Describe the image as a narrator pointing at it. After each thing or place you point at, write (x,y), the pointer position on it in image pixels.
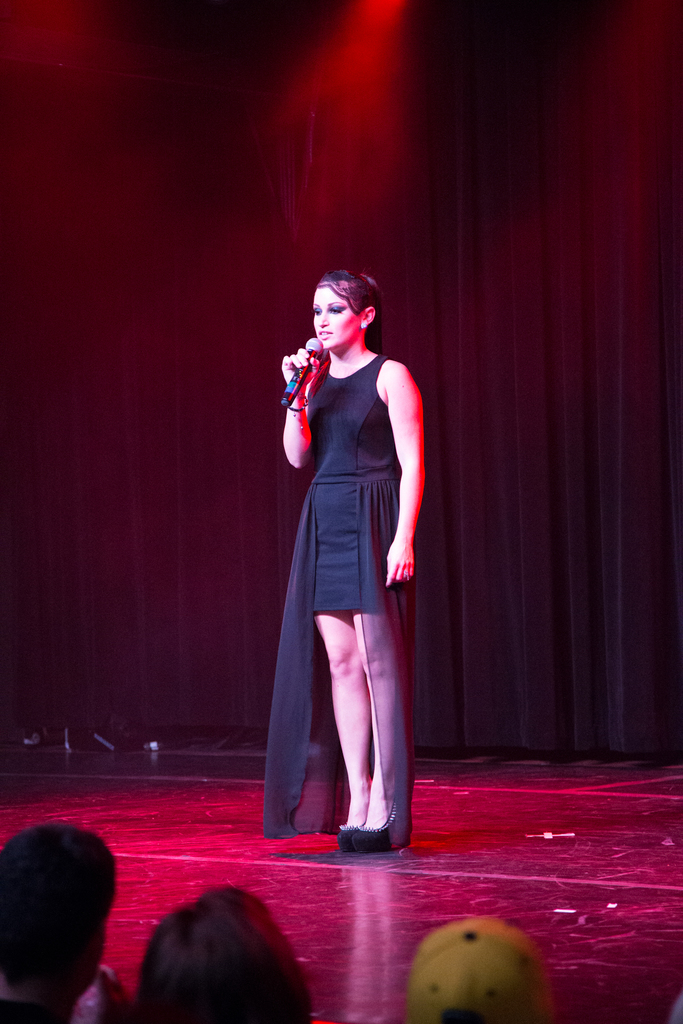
There is a girl (326,761) in the center of the image (350,414) on a stage (631,944), by holding a mic (309,361) in her hand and there are people (216,919) at the bottom side (186,957) and there is a curtain (401,124) and a light (363,83) in the background area (332,225).
